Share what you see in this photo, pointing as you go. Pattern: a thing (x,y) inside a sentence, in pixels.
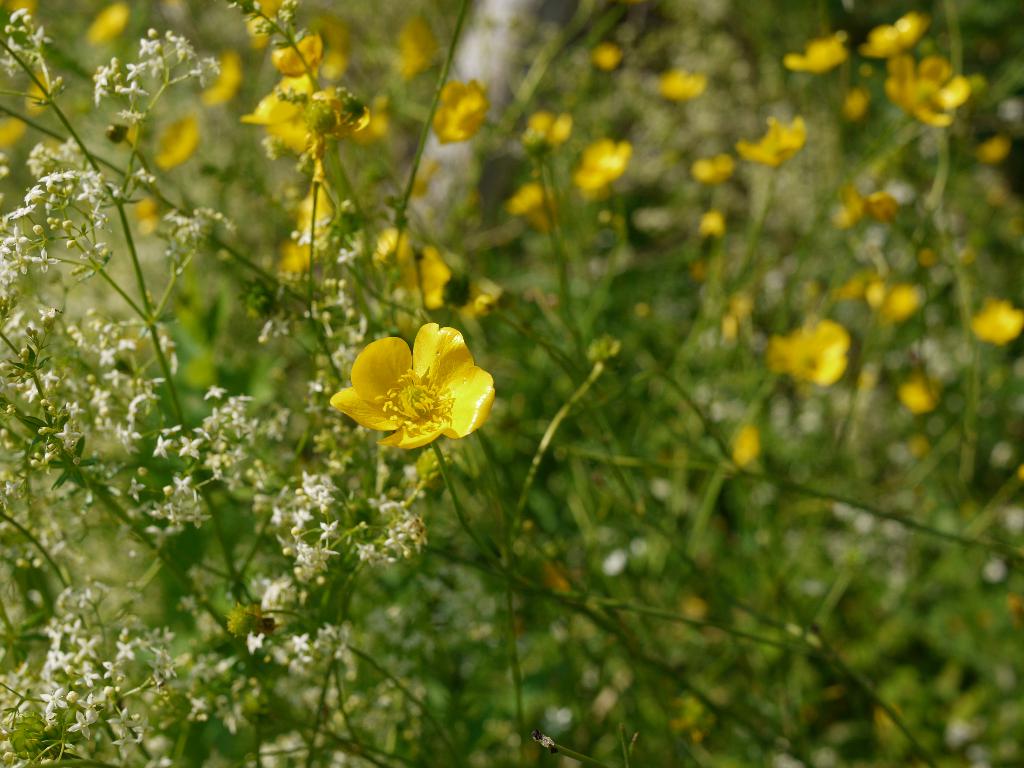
In this picture we can see plants (304,732) with flowers (492,284) and in the background (419,100) it is blurry.
